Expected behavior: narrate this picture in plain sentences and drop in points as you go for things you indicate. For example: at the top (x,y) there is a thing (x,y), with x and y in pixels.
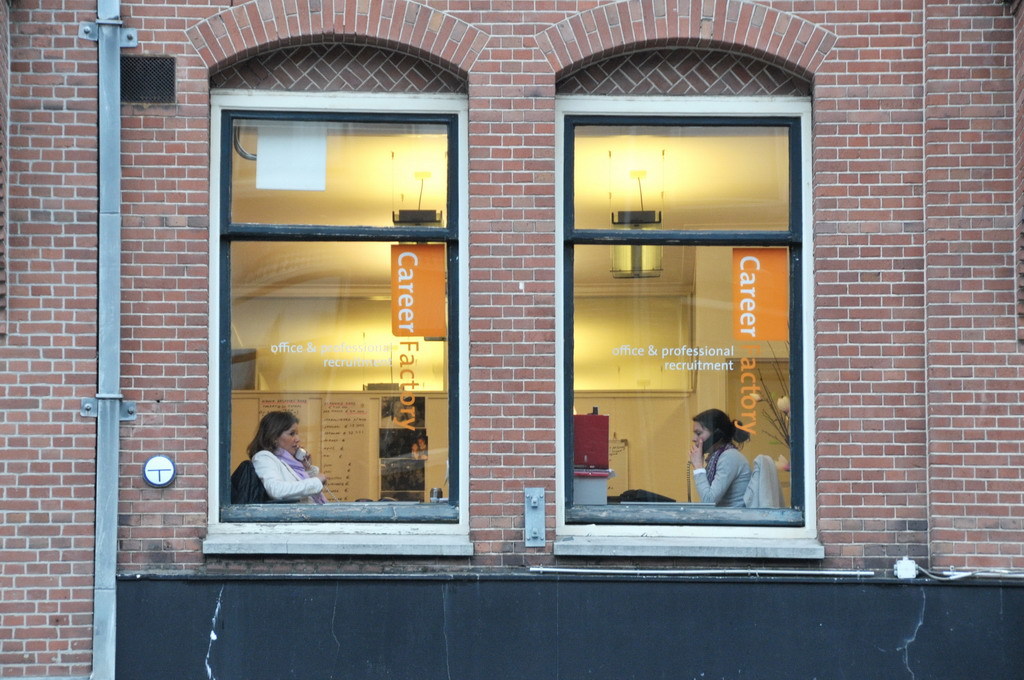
In this image there is a building (519,261) in the middle (519,248). On the left side (108,216) there is a pipe (108,284). There are two windows (606,311) in the middle (630,321). Through the windows (562,342) we can see that there are two women (279,475) who are talking in the telephones (306,469). There are lights (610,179) at the top (650,184). There are glass windows (389,319) on which there are some texts (716,351).
